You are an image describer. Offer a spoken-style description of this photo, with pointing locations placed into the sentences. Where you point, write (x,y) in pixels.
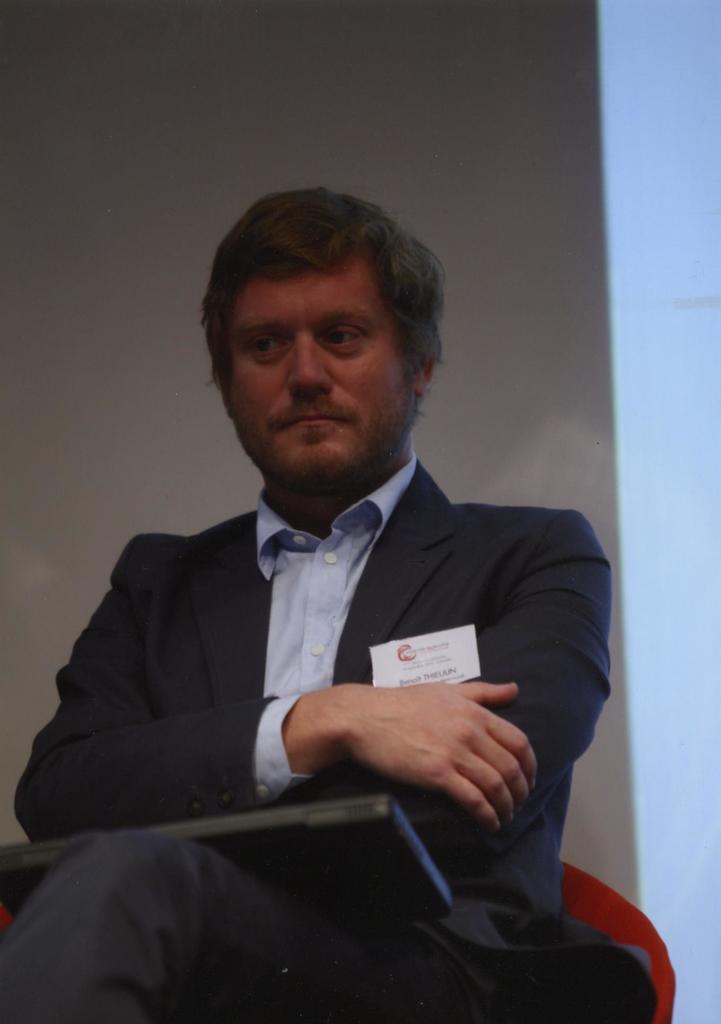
Background (636,192) portion of the picture is blurry. In this picture we can see a man (547,730) wearing a blazer (554,650) and he is sitting. We can see a black object (396,822) on his lap (182,872).
